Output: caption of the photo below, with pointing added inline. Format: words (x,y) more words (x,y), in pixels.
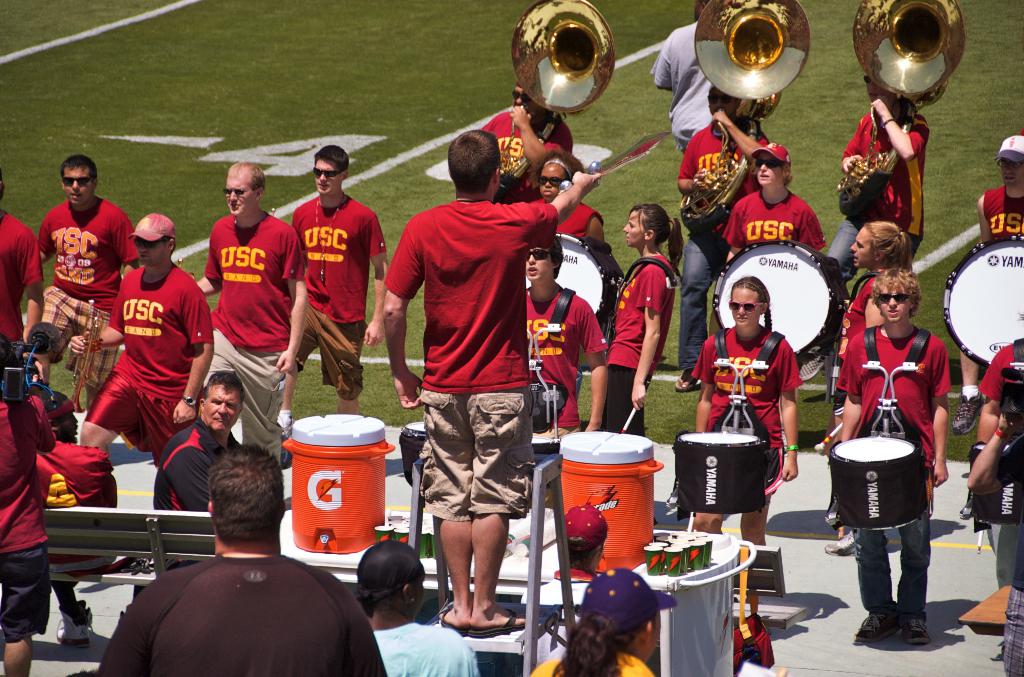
In the image there are several people (276,335) doing march past on the left side (228,337) and the people (645,243) on right side (718,249) playing sousaphone (518,164) and drums (753,274) and in the middle (443,333) a man (459,359) stood giving instructions to all of them. The floor (363,115) is of grass floor (335,54).
